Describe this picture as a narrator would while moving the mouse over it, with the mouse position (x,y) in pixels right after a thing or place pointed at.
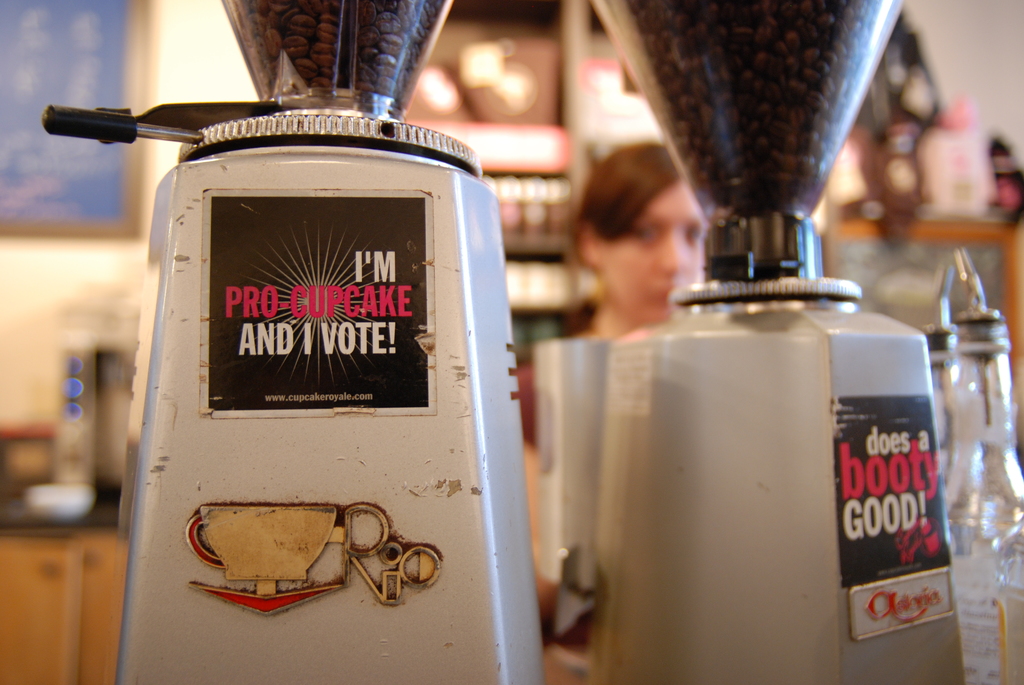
In this picture we can see machines (500,661), coffee beans (305,37), bottles (956,337), person (614,261) and in the background (81,165) we can see some objects (554,265) and it is blurry.
